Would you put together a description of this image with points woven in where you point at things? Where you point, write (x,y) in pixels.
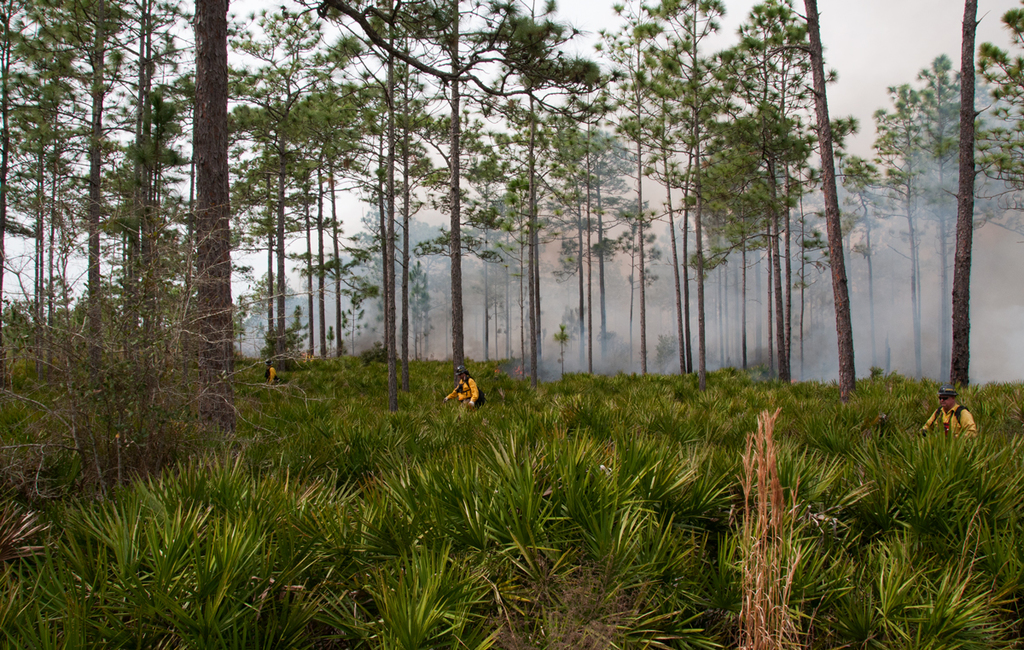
In the image we can see the sky (921,61), trees (792,191), smoke (856,297), plants (595,508) and a few people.
